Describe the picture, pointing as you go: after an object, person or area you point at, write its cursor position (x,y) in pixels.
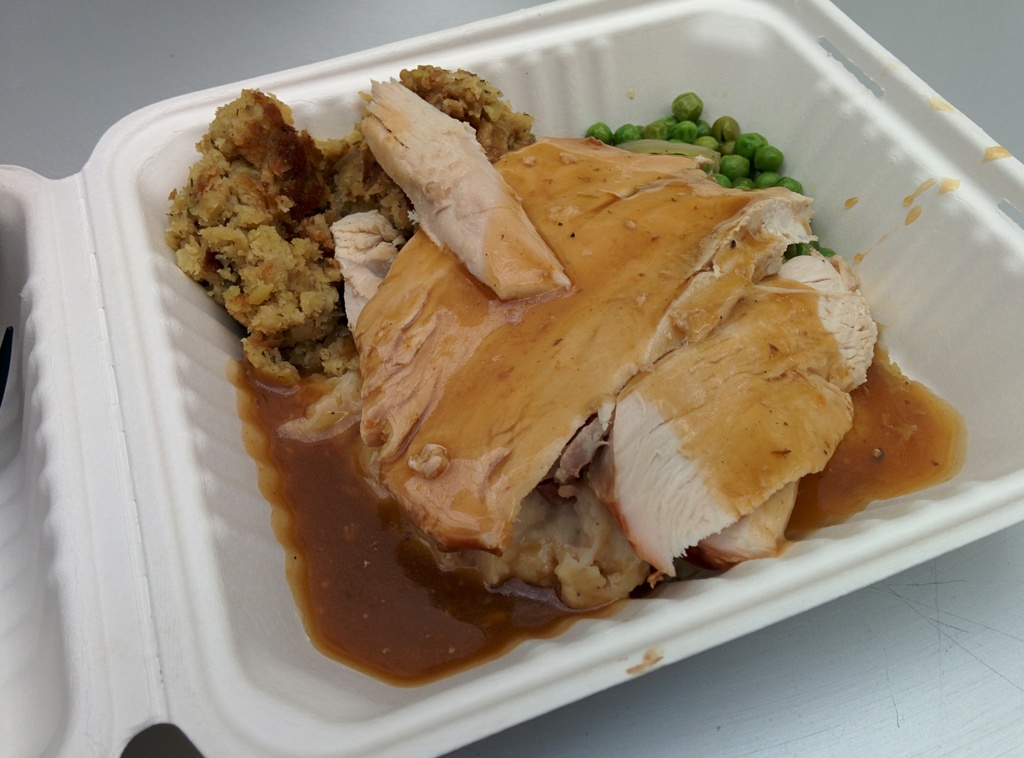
In this picture there is a box (672,101) in the center of the image (566,292), which contains food items (580,451).
